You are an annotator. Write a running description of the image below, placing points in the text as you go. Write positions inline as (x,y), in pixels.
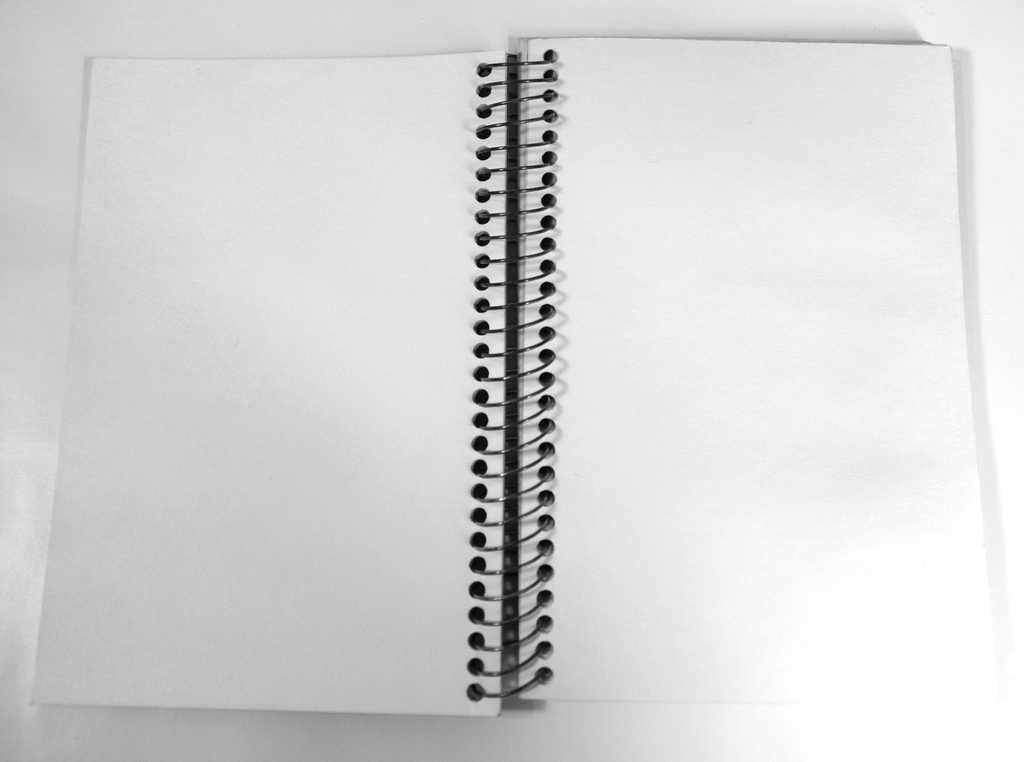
In this image I can see a open book (386,434) on the table (29,374).
